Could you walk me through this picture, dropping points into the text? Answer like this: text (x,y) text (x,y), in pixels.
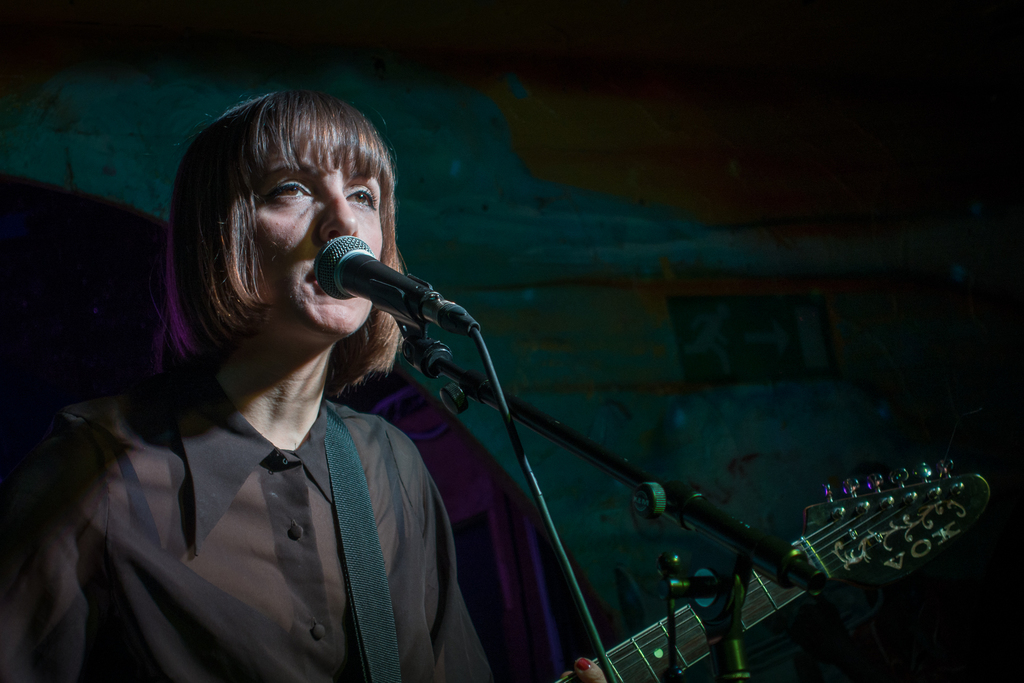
Background (654,131) is dark. In this picture we can see a woman (366,376) in front of a mike (435,298) and she is holding a guitar (647,635) in her hands (584,659). She wore black colour transparent shirt (284,583).
